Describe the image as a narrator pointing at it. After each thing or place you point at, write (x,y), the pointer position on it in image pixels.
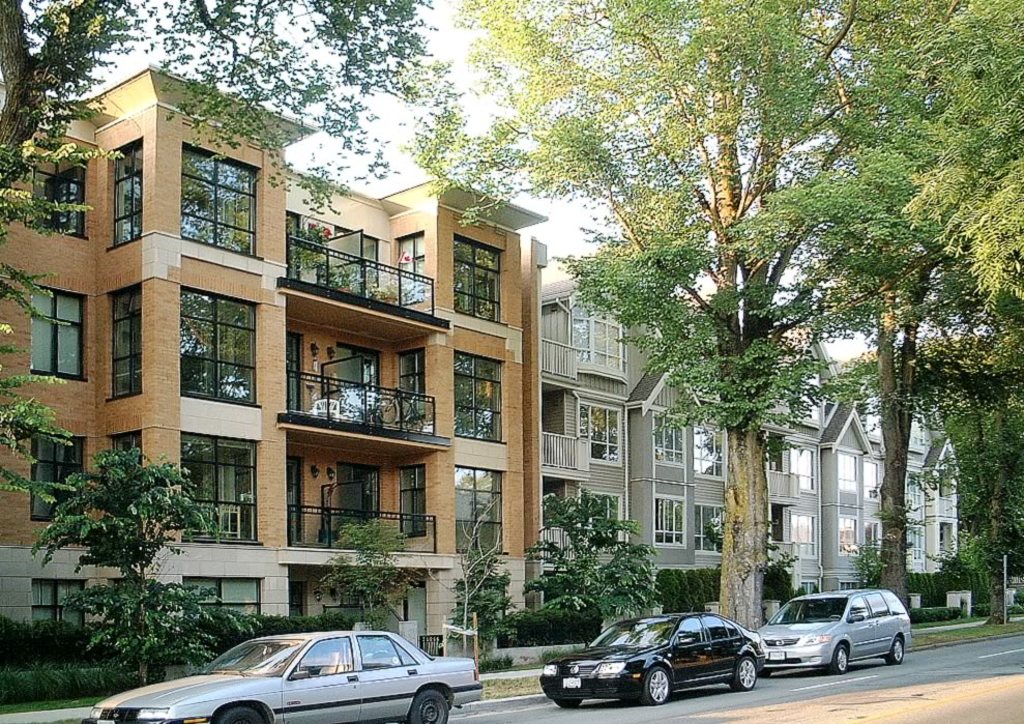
In this image I can see three cars (644,672) on the road (1000,691). I can see few trees (735,528). In the background (953,448) there are few buildings (529,448). I can see the sky (469,87).
